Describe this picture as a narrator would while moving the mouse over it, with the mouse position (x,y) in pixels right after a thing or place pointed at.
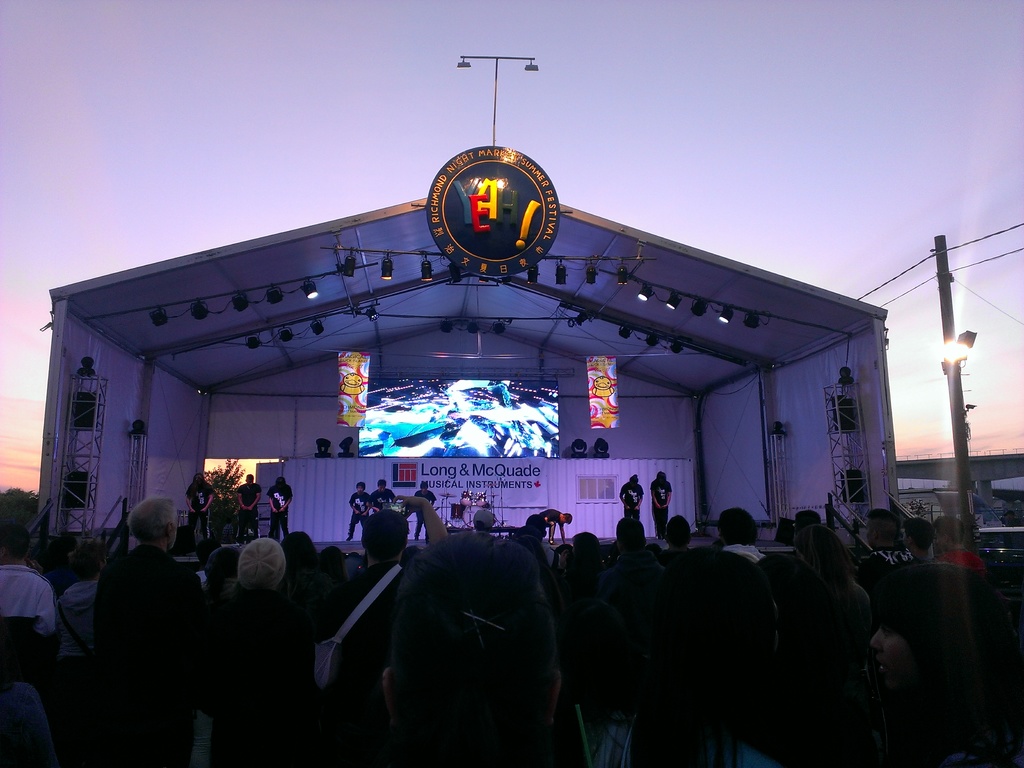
This picture describes about group of people (855,691), few people (408,506) are holding mobiles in their hands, in front of them we can find few metal rods (858,416), speakers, musical instruments (478,518) and few musicians (659,522) on the stage (532,534), and also we can find a shed (416,369), lights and a pole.
